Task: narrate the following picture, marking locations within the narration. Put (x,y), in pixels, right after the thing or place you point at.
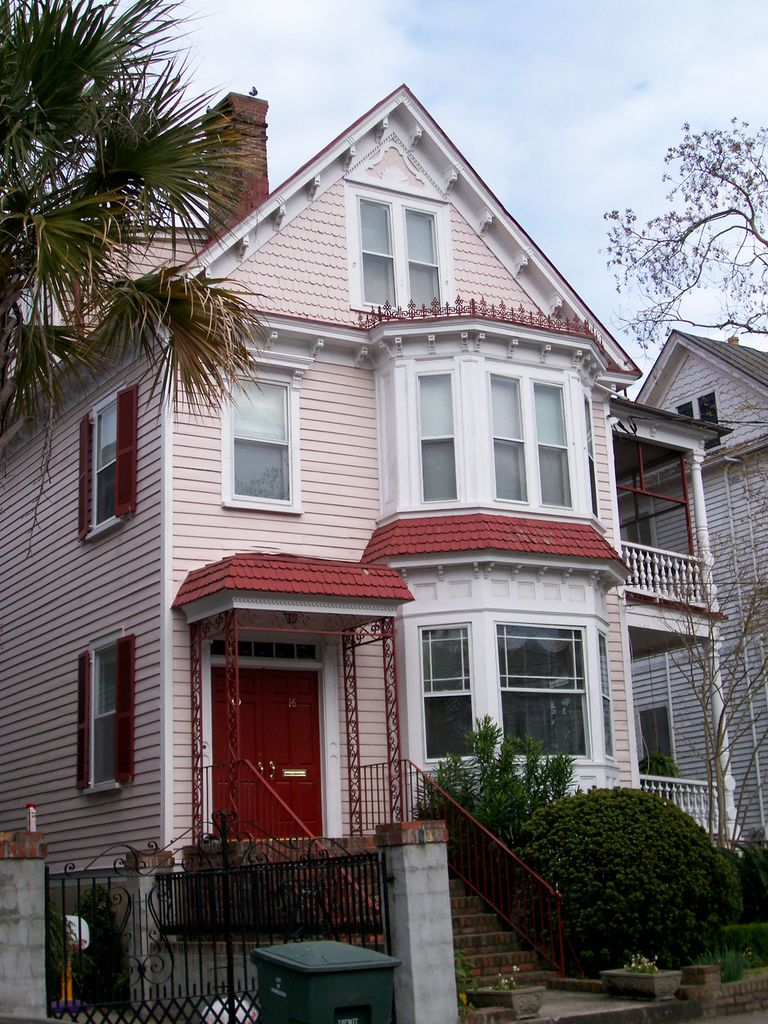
In this picture we can see buildings (193,584), trees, here we can see plants (501,815), house plants (435,781) and some objects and we can see sky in the background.
